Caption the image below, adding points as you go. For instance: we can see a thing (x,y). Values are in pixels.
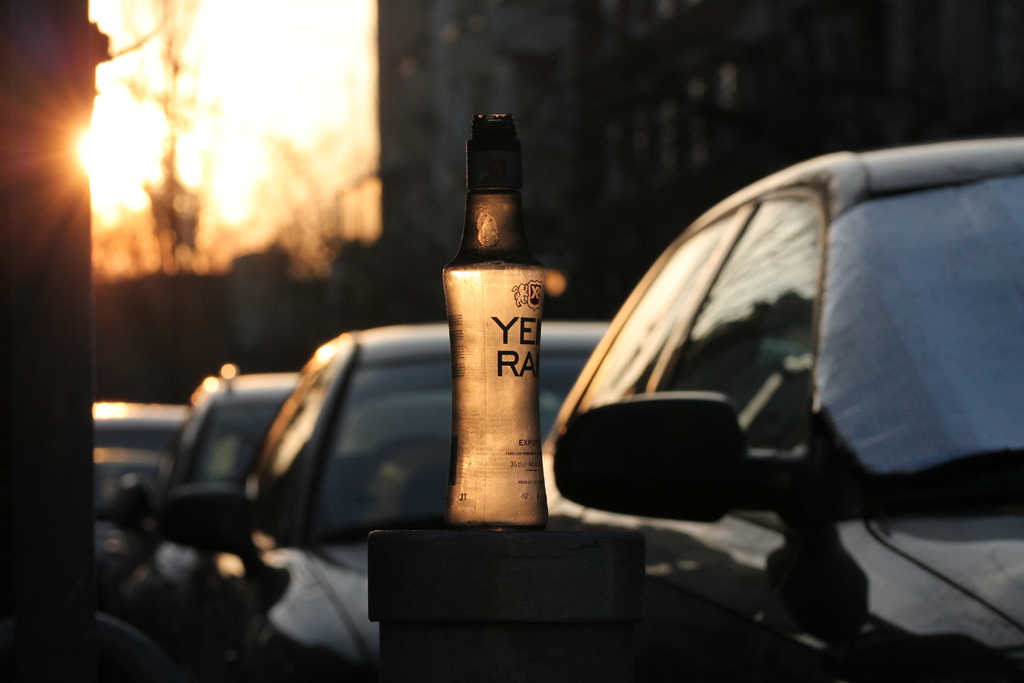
In the picture we can see the bottle (534,521) on the black color stone (425,590) and beside it, we can see some cars (383,343) which are black in color and behind it, we can see a part of building (576,151) with windows (629,163) and beside it we can see the part of the sky (106,153) with sunshine (253,174).
